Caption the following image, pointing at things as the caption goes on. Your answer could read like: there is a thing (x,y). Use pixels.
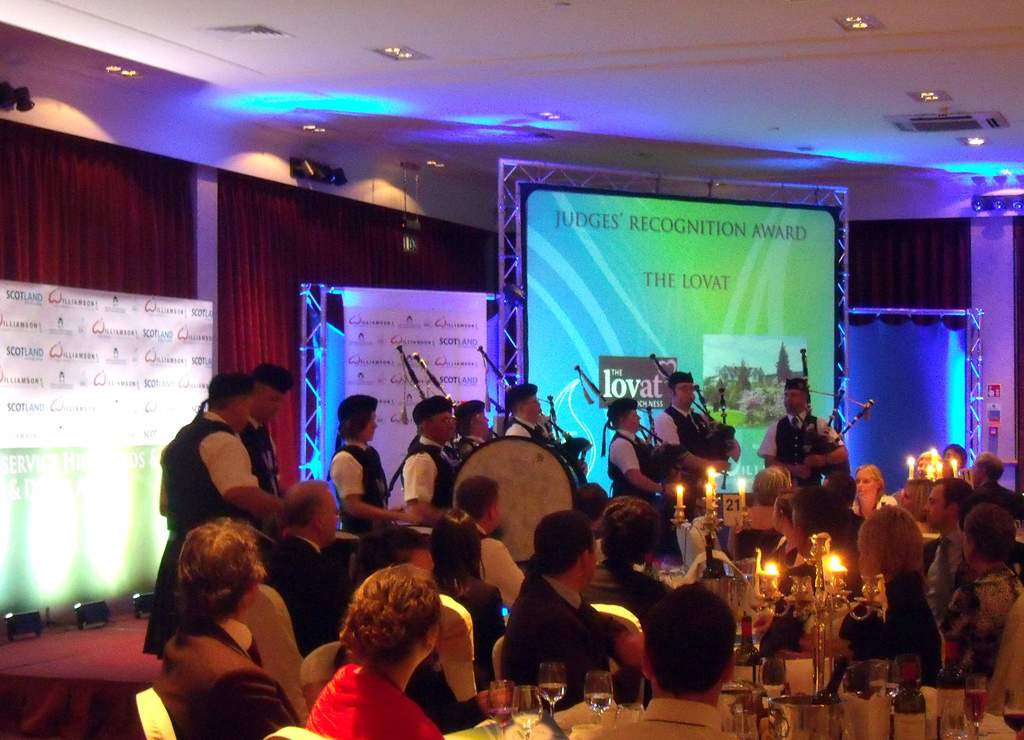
In this image we have a group of people (442,514) playing some instruments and beating drums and some group of people (966,482) sitting in chairs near the table (542,730) and there is a candle stand (839,595) and in background (880,387) we have screen (535,364), curtains (154,268) and hoardings (111,332).
